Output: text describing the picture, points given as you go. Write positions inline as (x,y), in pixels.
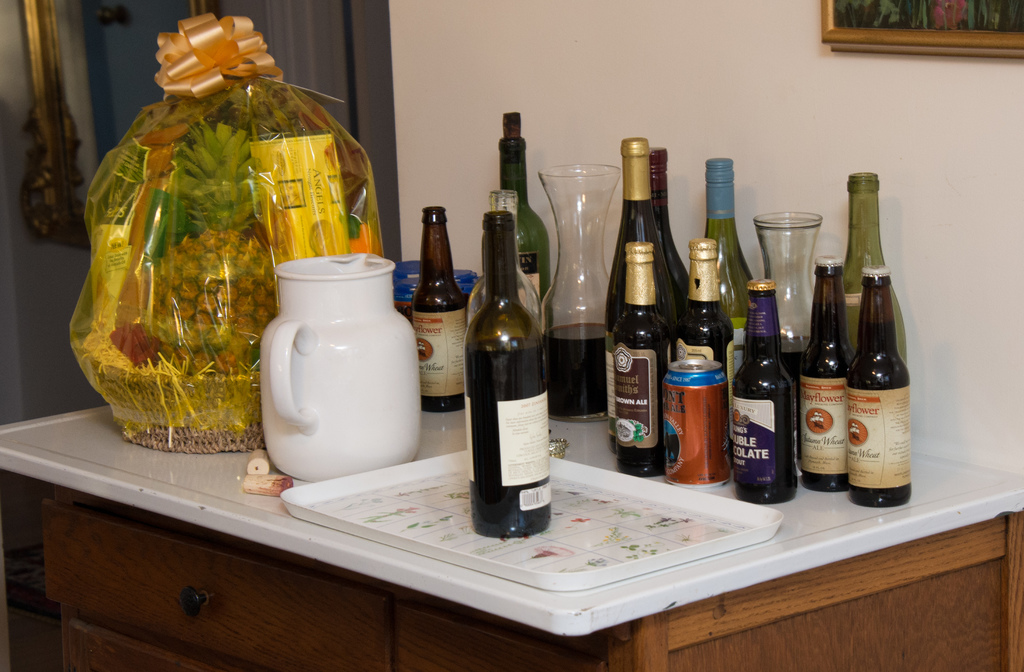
In this image there is a table (216,539) in the center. On the table (720,630) there are group of bottles (704,353), a can (695,380), a tray (459,493), a jar (408,389) and a basket (266,167). In the background (443,34) there is a wall (544,53). Towards the right top (1012,4) there is a photo frame (1002,54).
